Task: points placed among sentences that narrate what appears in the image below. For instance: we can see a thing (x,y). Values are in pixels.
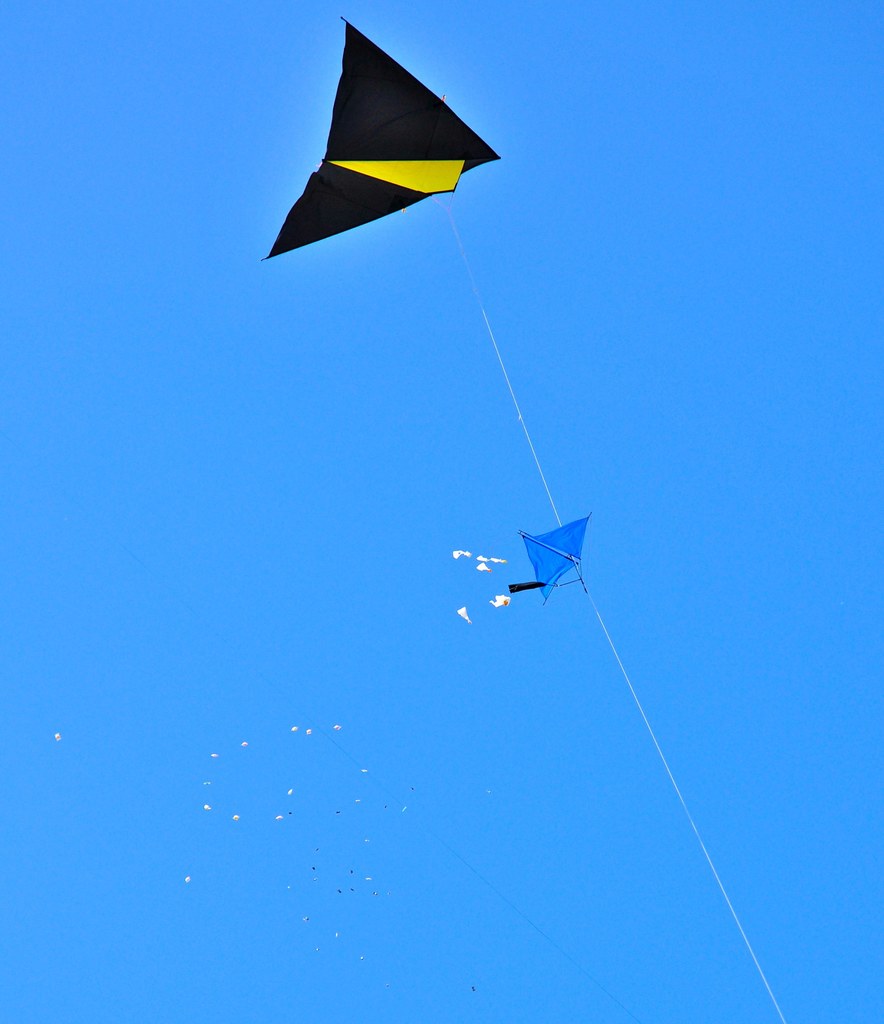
In this image there are kites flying in the sky (545,342).
